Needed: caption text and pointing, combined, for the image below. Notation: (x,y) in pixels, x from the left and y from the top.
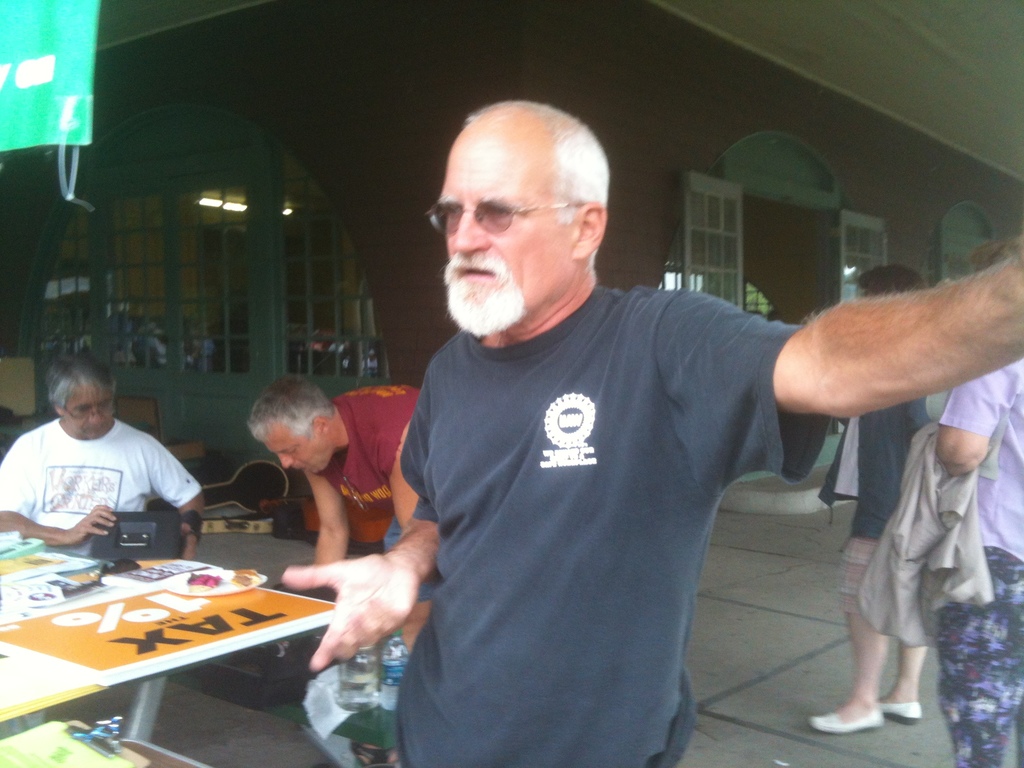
In the picture we can see a man (528,374) standing with the blue T-shirt (509,380) and just beside to him there is a table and some people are sitting on the chairs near to that table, In the background (213,206) we can see some people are standing and holding a clothes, house building (410,189) with doors (185,332).
